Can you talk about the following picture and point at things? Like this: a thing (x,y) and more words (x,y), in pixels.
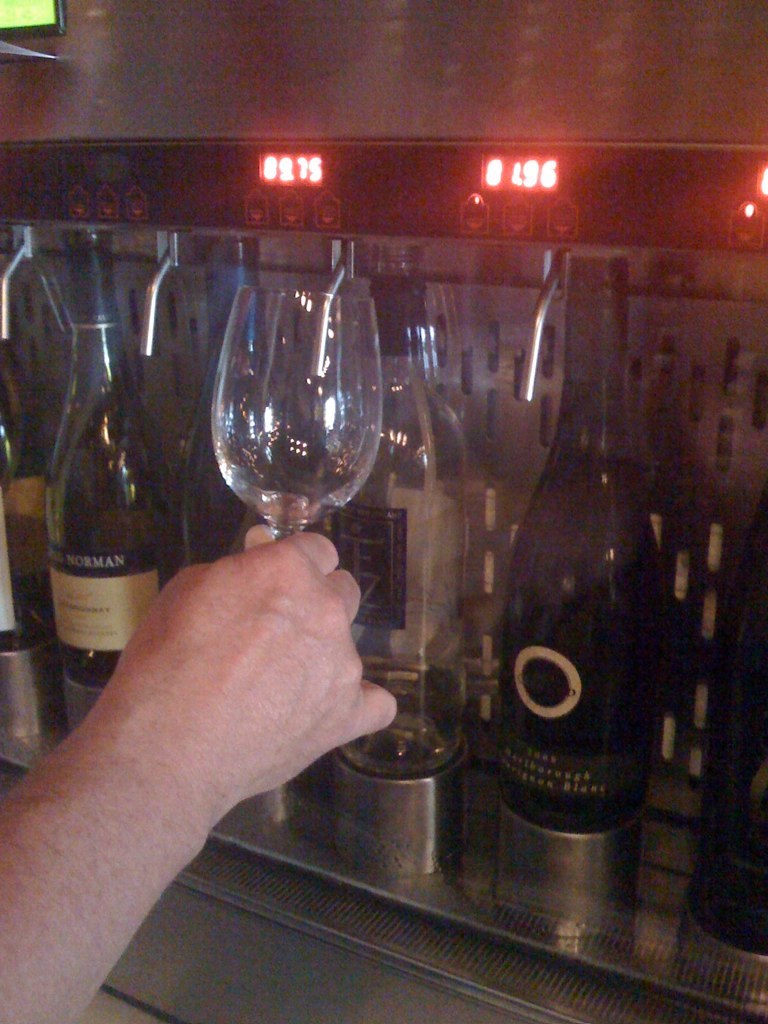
In this picture we can see a person (50,924) holding a glass (280,362). And these are the bottles (599,792).
